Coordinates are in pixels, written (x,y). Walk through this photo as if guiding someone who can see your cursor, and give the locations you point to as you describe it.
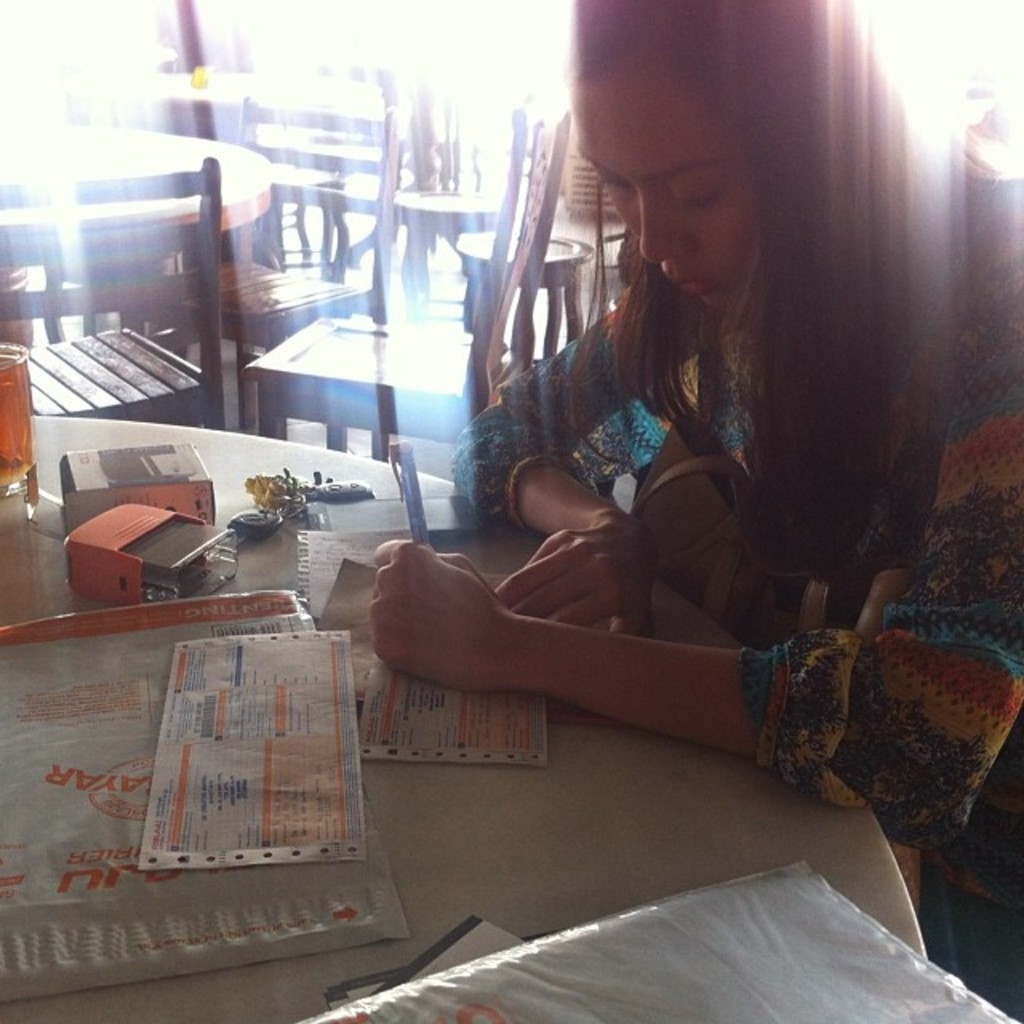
There is a woman (848,90) sitting on a chair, holding a pen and writing on the paper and placing other hand (532,501) on the table (501,526), on which, there is a paper (185,803) on a cover (138,822), there is a glass (23,453) which is filled with juice (23,466) and other objects (190,553). In the background (271,297), there are chairs (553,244) arranged around tables (313,88).
